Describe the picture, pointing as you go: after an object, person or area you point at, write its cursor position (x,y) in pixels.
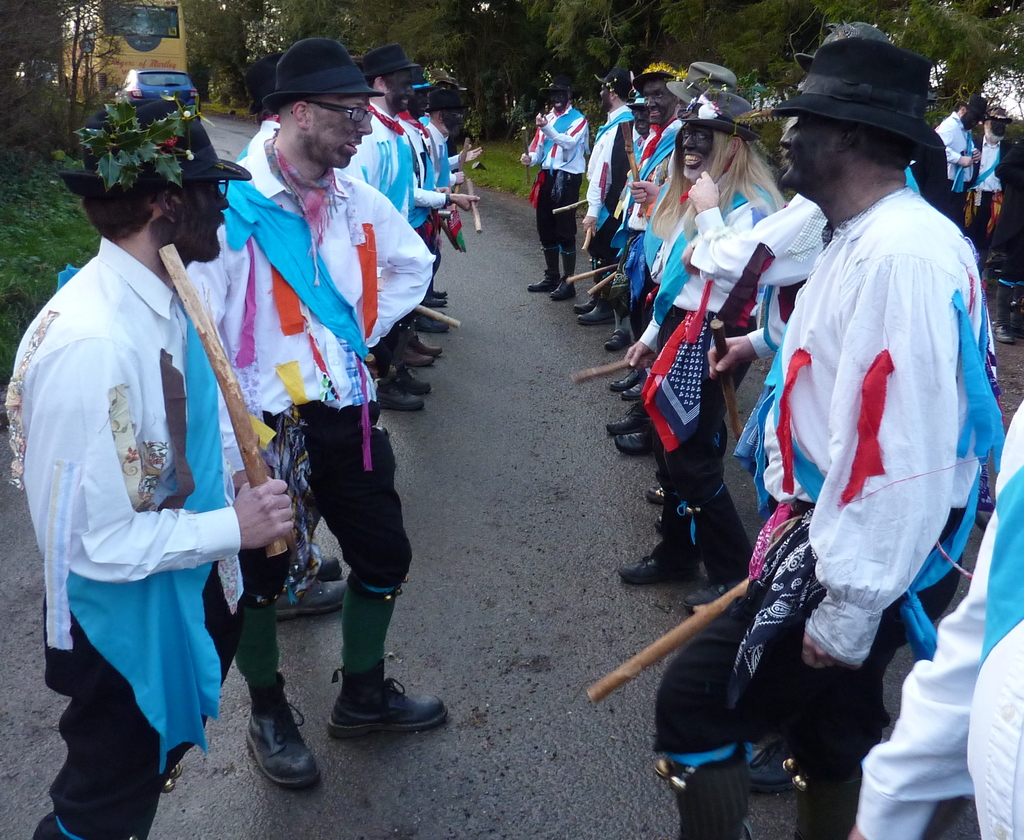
In this image I can see the group of people (321,498) with colorful dresses (716,439) and these people (401,156) with the hats (560,92). I can see these people (375,394) are holding the sticks (665,636) and standing on the road (543,532). In the background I can see the vehicles (147,81) and many trees (737,20).
